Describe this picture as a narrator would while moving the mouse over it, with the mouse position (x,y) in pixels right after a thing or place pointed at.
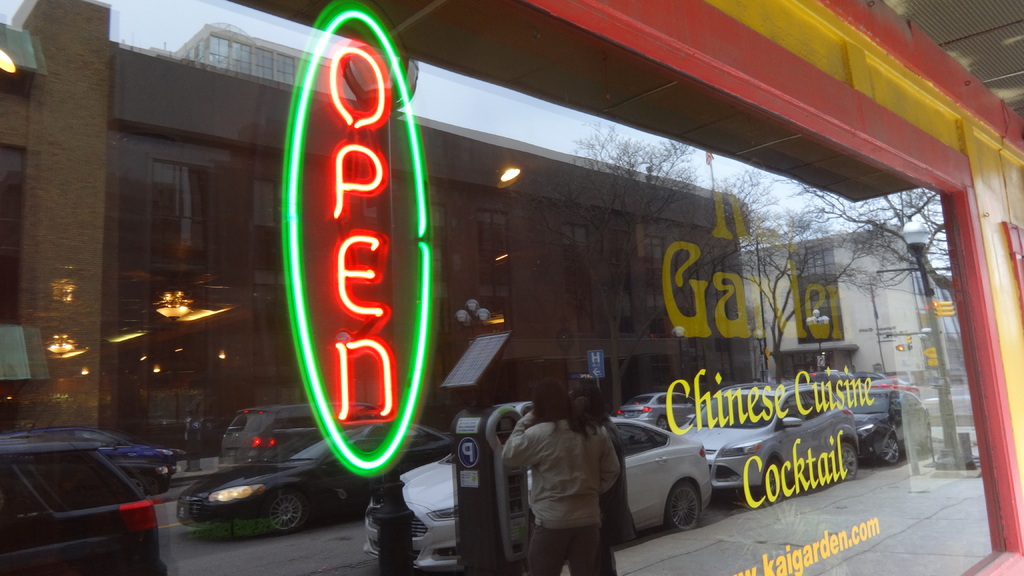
In this image, we can see a glass door (592,487) with some text (701,288) and effects (365,245) and through the glass (494,197), we can see buildings (433,180), trees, lights (334,258), poles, boards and there are vehicles (440,456) on the road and some other objects (489,439).
